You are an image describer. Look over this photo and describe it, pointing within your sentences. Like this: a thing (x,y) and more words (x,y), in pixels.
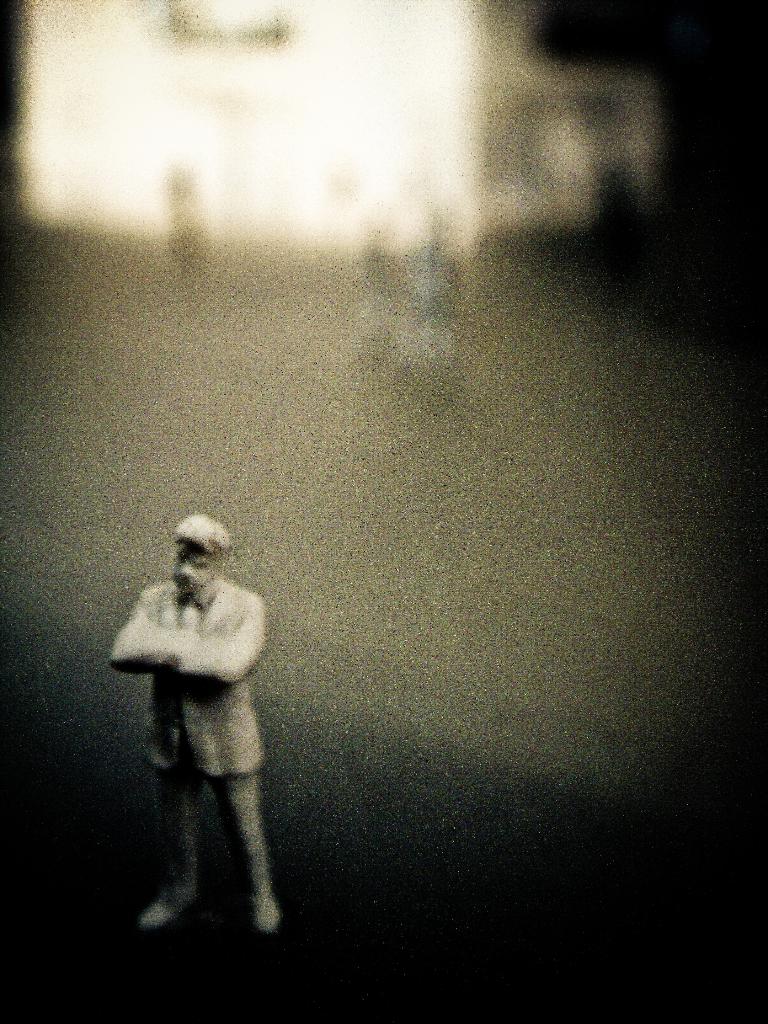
In this picture there is a statue of a person (213,729) standing and there are some other objects (446,242) in the background (411,176).
